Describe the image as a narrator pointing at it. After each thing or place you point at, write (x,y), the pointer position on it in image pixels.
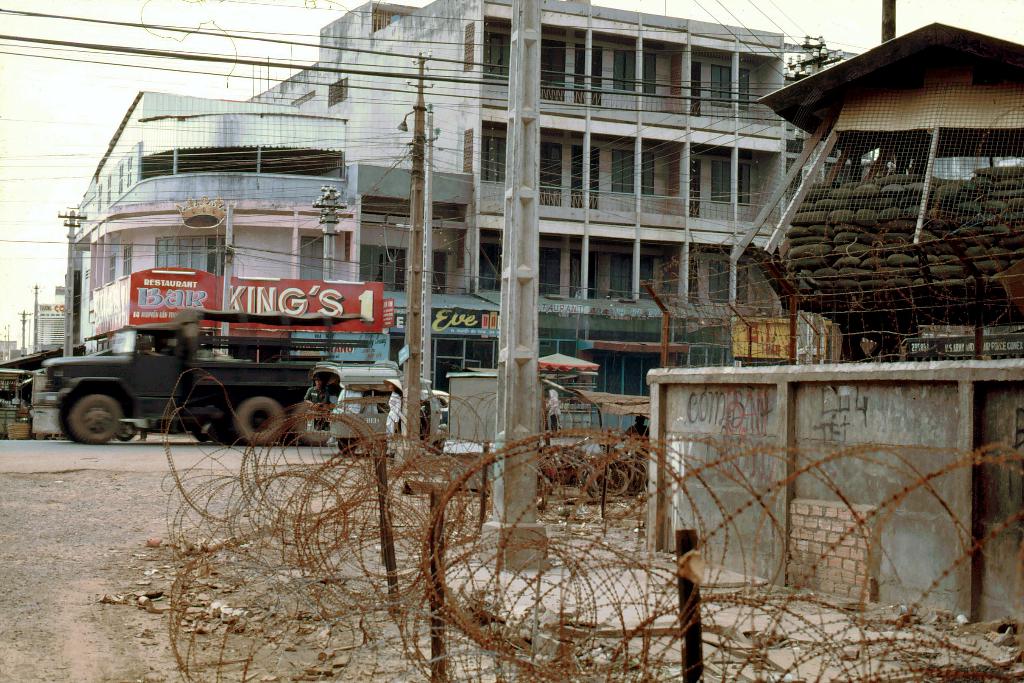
In this picture we can see a white color building (321,305). In the front (151,341) there is a truck (92,416) which is moving on the road (307,456) and some poles (502,300) and cables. On the front (332,459) bottom side there is a round fencing grill (650,622).
